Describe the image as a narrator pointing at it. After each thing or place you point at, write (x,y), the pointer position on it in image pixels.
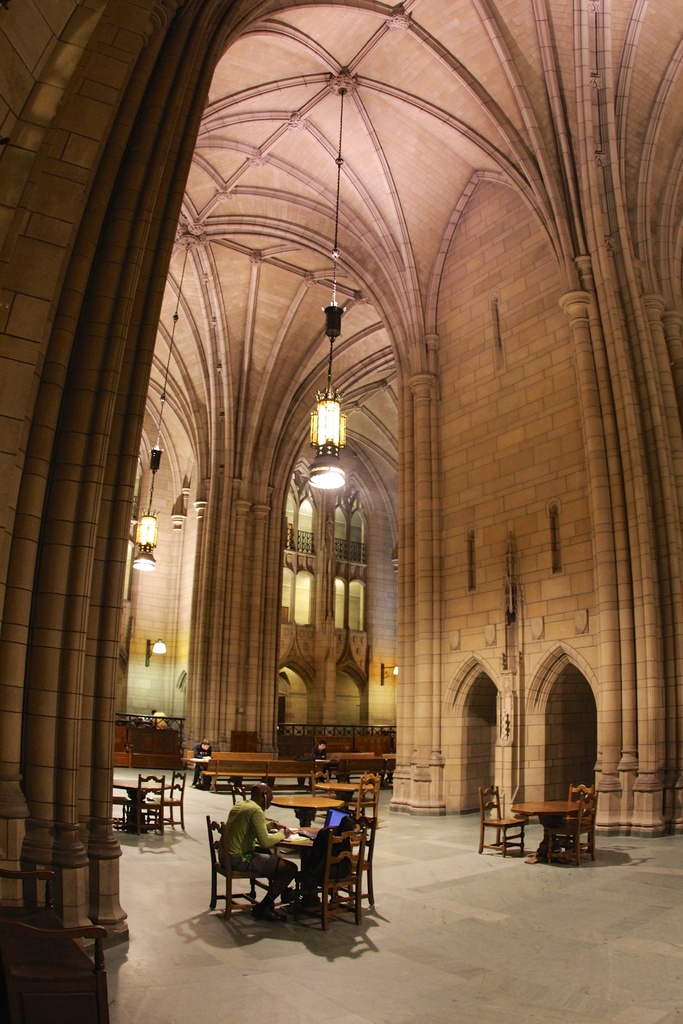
This image is taken inside the building (351,431). In this image we can see the tables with the chairs (594,827). We can also see the wooden benches (267,759) and also the lights (327,421) hanged from the ceiling (330,152). We can also see the lamps (162,648) attached to the wall (354,666). There is a person (232,855) sitting on the chair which is on the floor (250,973). We can also see a laptop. In the background (322,744) we can see two people (315,754) sitting on the benches (313,744).
